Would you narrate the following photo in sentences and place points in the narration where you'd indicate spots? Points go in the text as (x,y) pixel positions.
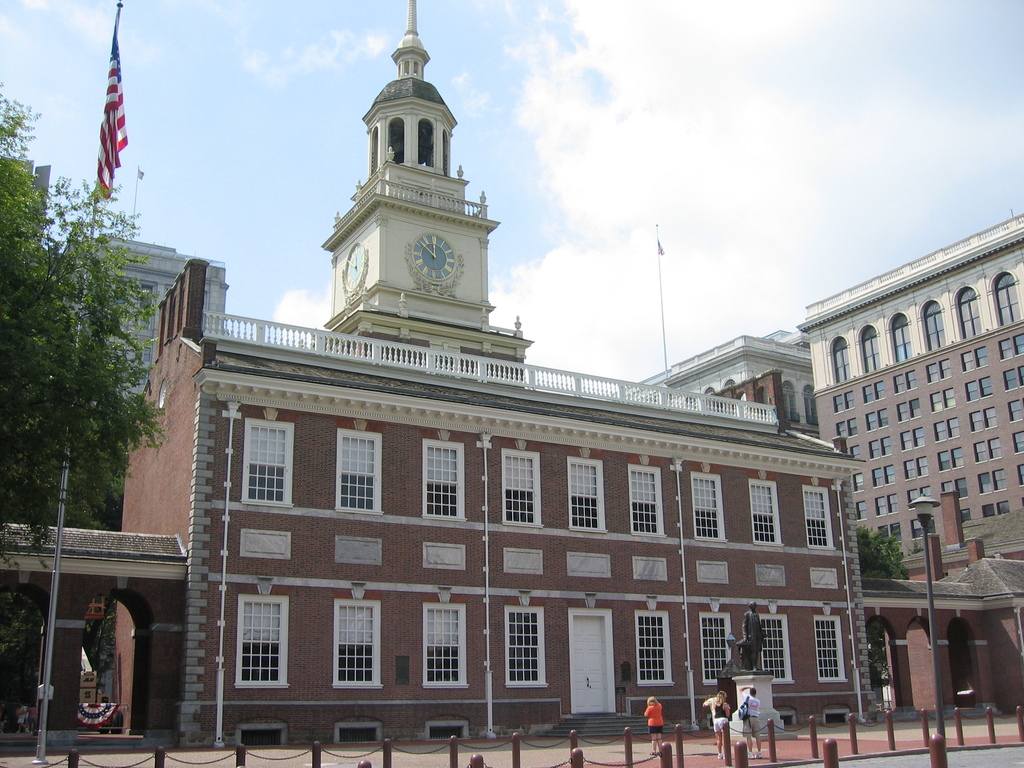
In the picture we can see a building (216,470) with a window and door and on it we can see a clock tower (385,206) and besides, we can see other buildings (992,564) and near to it, we can see some poles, and path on it we can see some people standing and we can also see a pole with a flag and tree (65,283).
